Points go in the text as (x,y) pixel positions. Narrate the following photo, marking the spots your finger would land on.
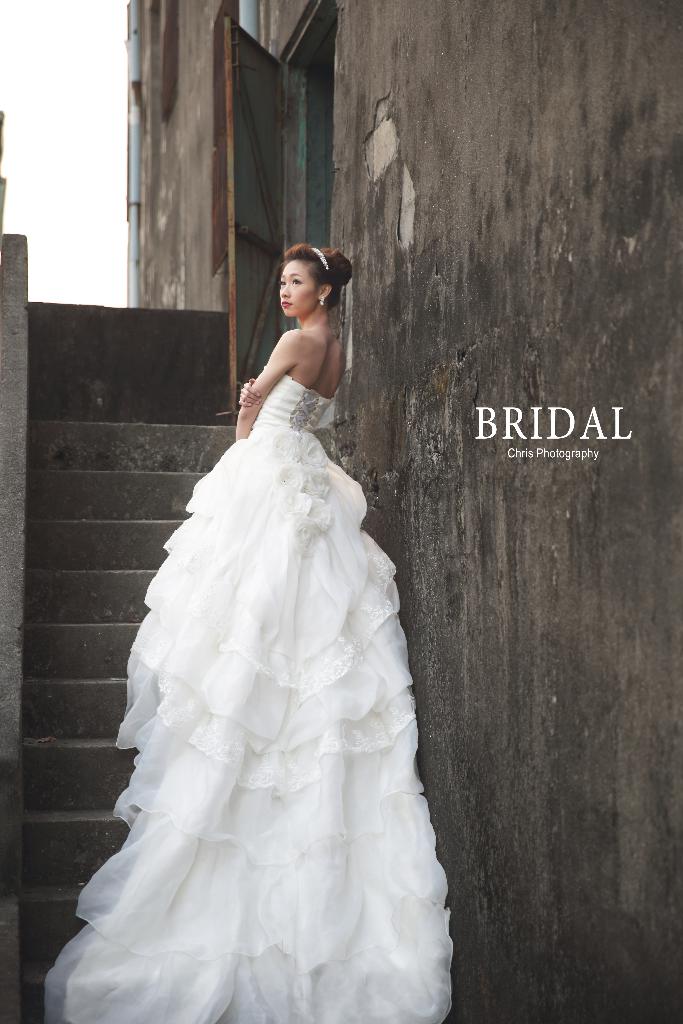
In this image I can see a woman (331,517) standing on staircase (130,501) and I can see the wall (384,175) on the right side (660,275) and I can see a text (534,432), in the top left (31,65) I can see the sky (40,150) and door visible in the middle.
